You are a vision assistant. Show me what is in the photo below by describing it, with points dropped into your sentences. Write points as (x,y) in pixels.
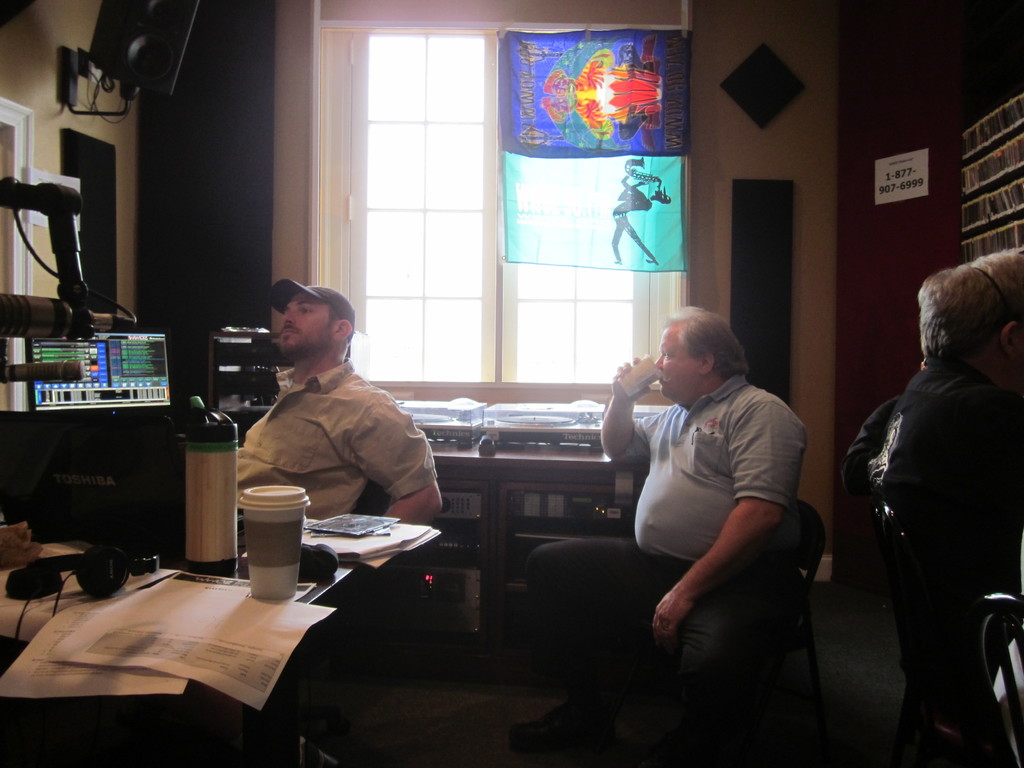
Here we can see three persons (312,448) are sitting on the chair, and in front (266,615) here is the table (275,605) and papers (145,603) and some objects (126,481) on it, and here is the window (456,136).
